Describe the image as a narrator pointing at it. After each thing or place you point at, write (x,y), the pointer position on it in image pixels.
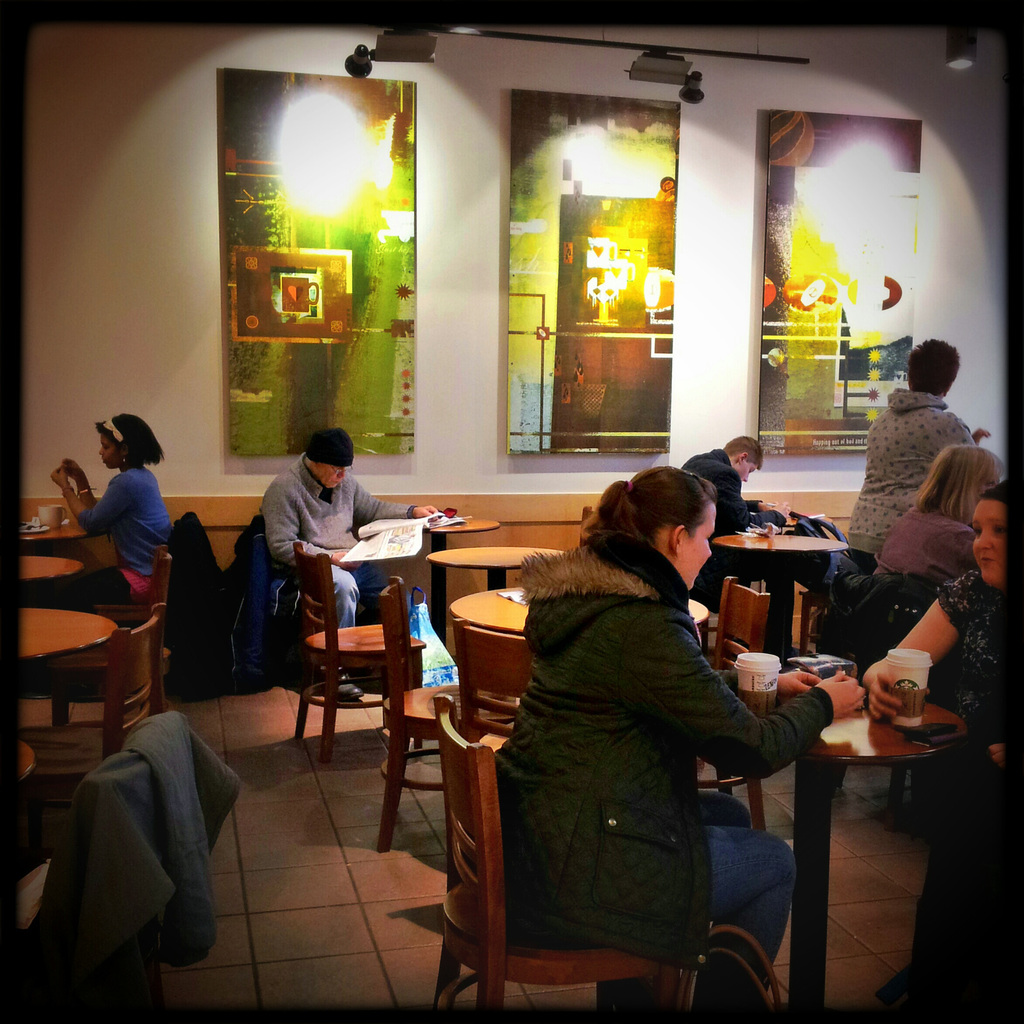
In this image I can see number of people (670,472) are sitting on chairs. I can also see few tables (52,699). Here on this wall (234,486) I can see few paintings (526,366).
